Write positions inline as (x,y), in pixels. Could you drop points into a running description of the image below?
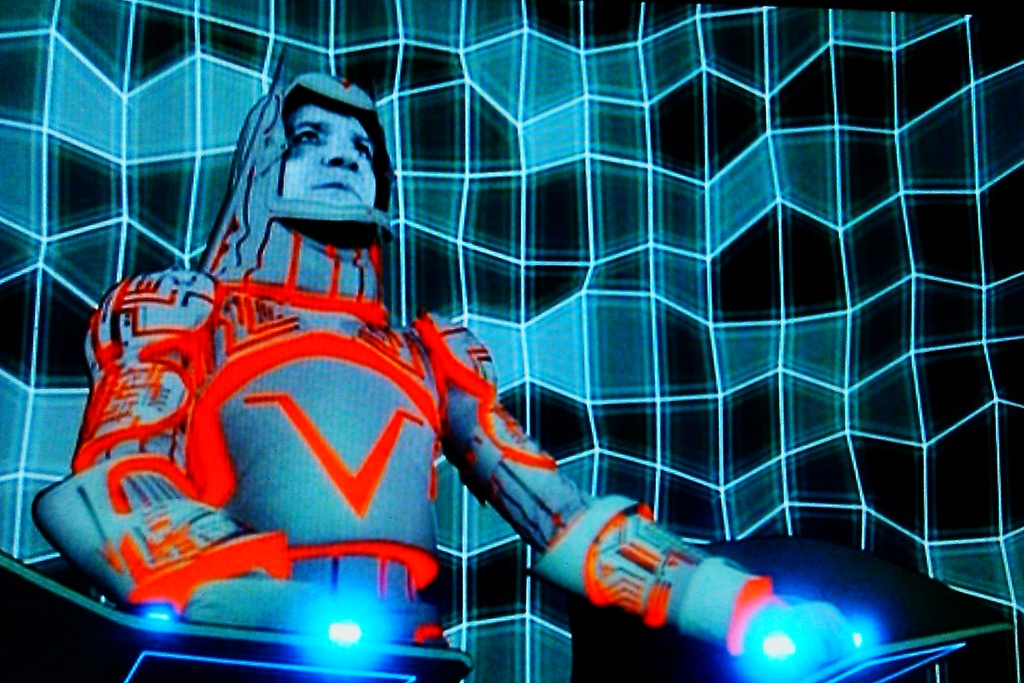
In the image we can see an animated image picture of a person (315,417) standing, wearing costume (275,456). These are lights (342,625) and the background (562,255) is pale blue and dark in color.
